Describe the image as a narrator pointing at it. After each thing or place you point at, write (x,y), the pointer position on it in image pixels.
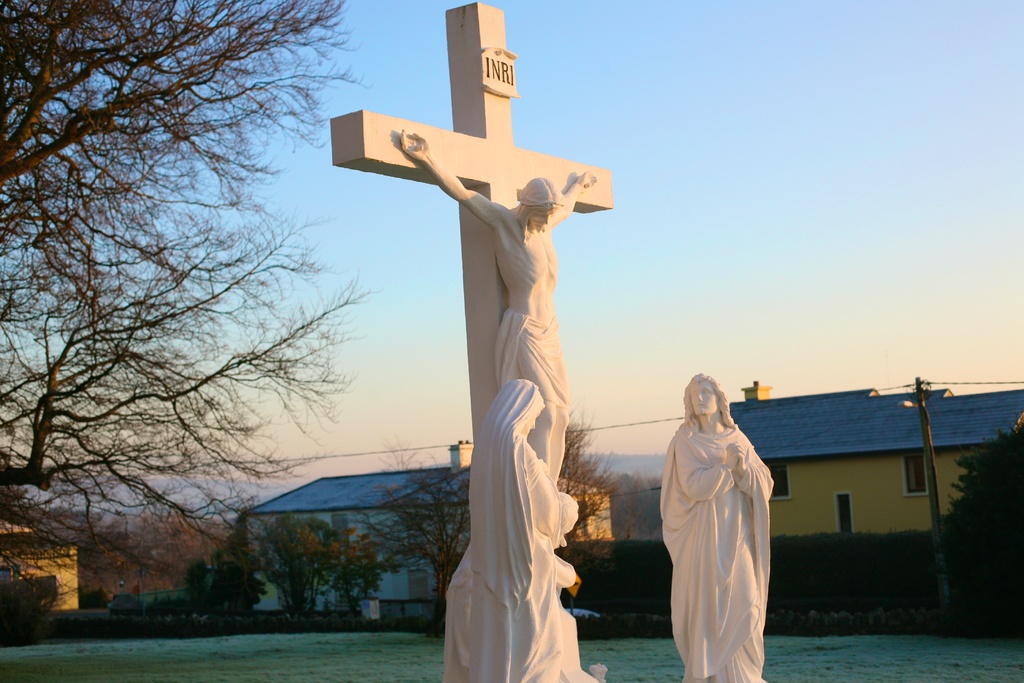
In this image there is a Jesus statue (512,317) in the middle (488,348). In the background (904,493) there are buildings (903,482). Beside the building (813,452) there are poles (915,391) to which there are wires (877,390). At the top (865,162) there is the sky (865,162). On the left side (84,282) there is a tree (95,294). On the ground (307,656) there is grass (288,642).
